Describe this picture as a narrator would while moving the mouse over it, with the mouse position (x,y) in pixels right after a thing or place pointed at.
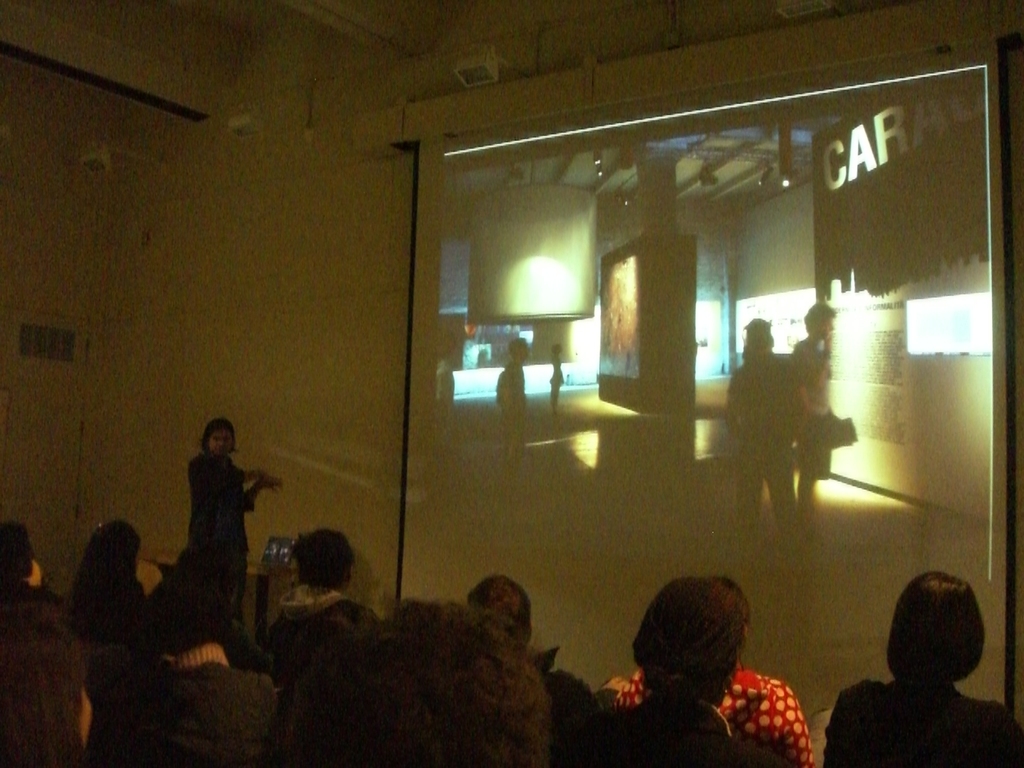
In this image we can see a person (211,524) standing. At the bottom (226,652) there are people (401,668) sitting and we can see a screen (521,504).
